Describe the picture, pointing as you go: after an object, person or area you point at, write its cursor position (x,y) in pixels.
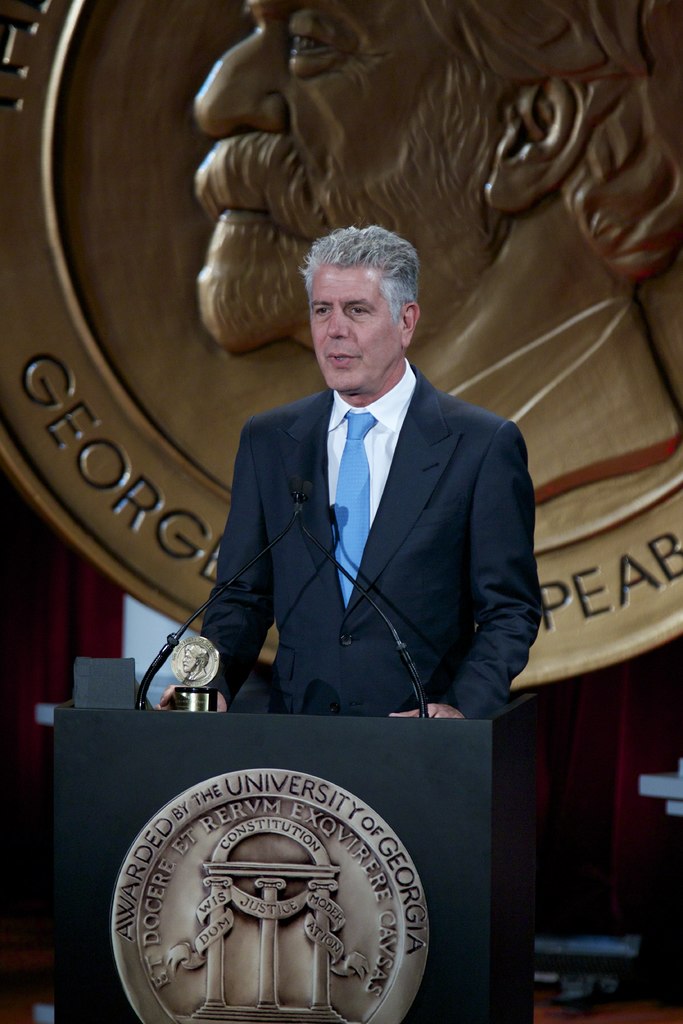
In this picture we can see man (414,604) wearing black color coat (397,526) with blue tie (349,516) standing at the speech desk (177,848) and delivering the speech in the microphone (151,677). Behind we can see golden color round disc (599,557) on which "George" is written.
